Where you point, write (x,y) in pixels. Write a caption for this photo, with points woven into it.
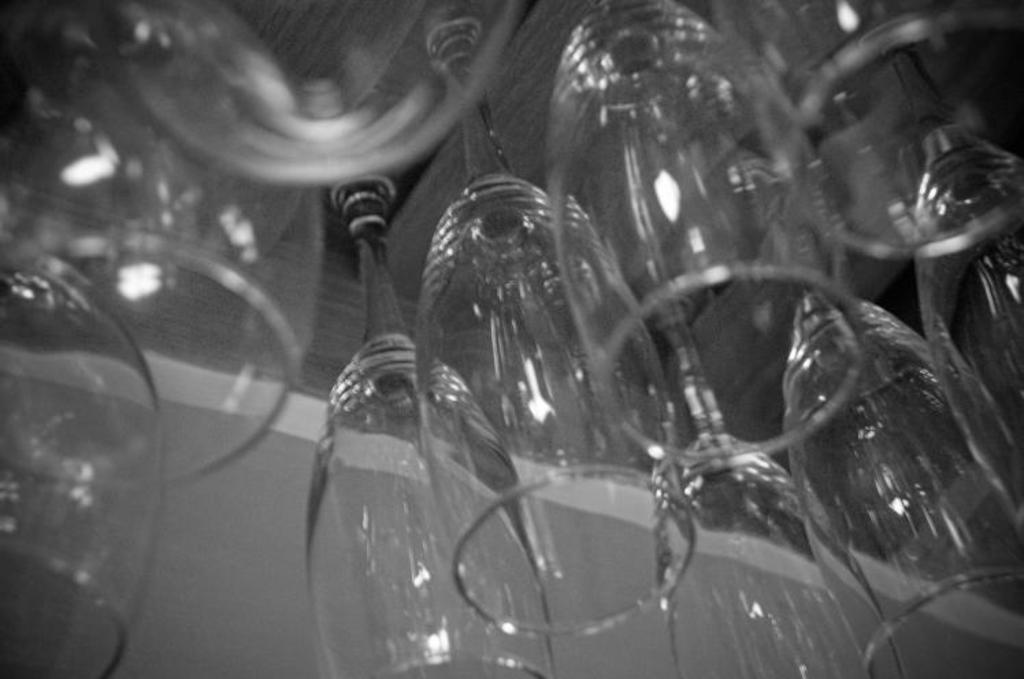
In this image there are glasses (185,183).
